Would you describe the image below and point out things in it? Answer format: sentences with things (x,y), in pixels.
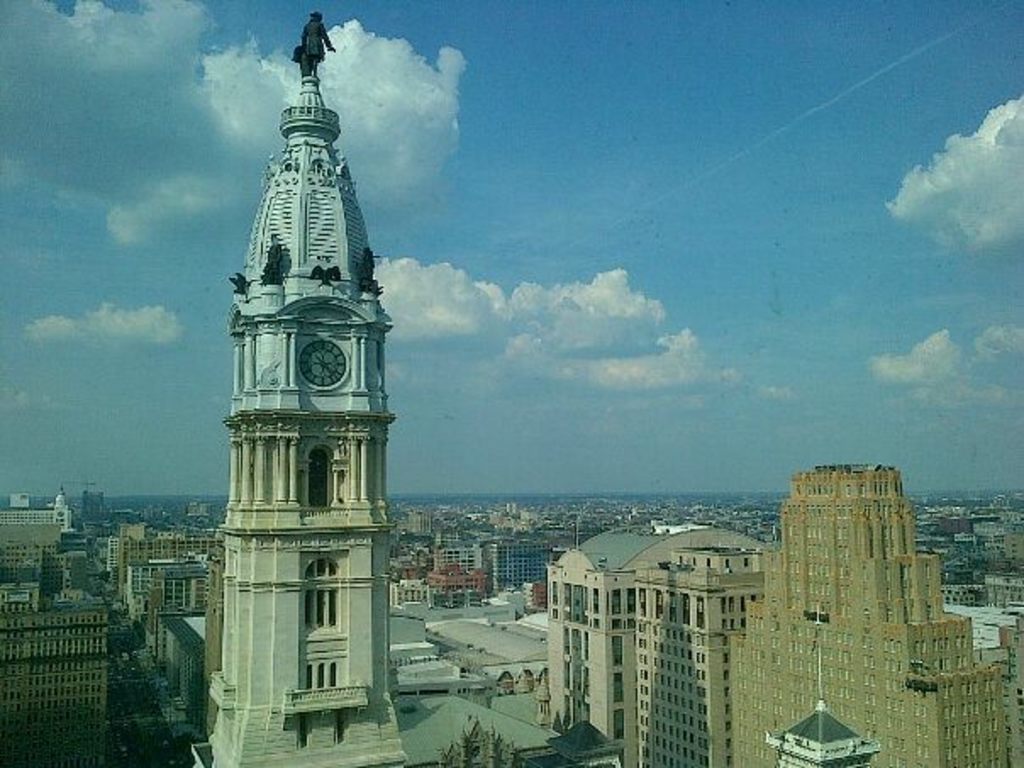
In this image we can see a clock tower (284,341) with statue (304,60) on top of it. There are buildings (602,621). At the top of the image (700,151) there is sky (738,185) and clouds (414,121).
